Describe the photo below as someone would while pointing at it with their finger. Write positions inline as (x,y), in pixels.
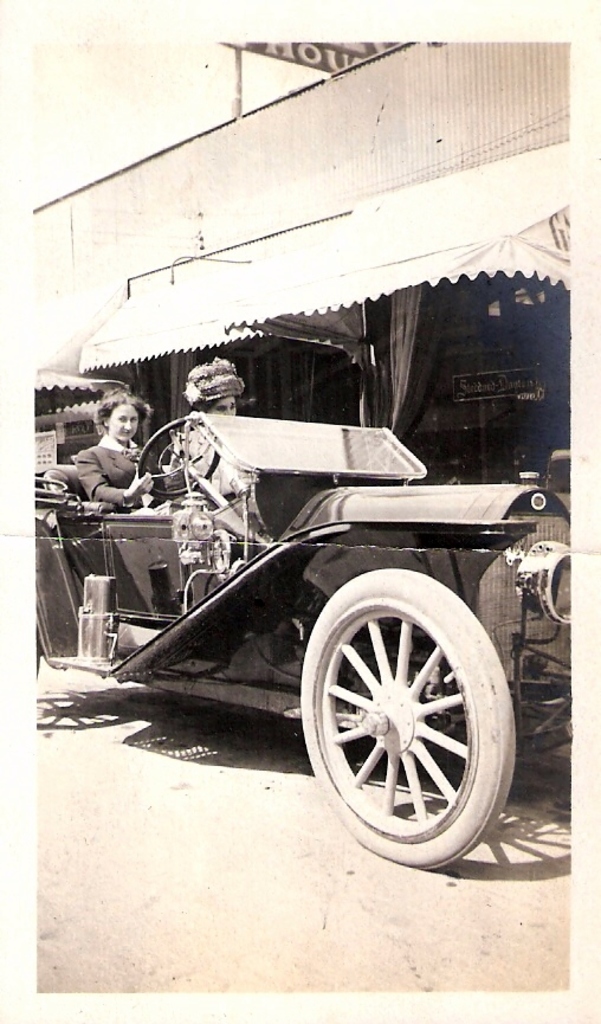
In this picture there is a old vintage car (329,614). There is a woman (131,470) driving this car (191,496). Beside her there is another person (223,399) sitting in the car (343,490). In the background (229,238) there is a building (280,239). The car (40,523) is on the road (243,845).
